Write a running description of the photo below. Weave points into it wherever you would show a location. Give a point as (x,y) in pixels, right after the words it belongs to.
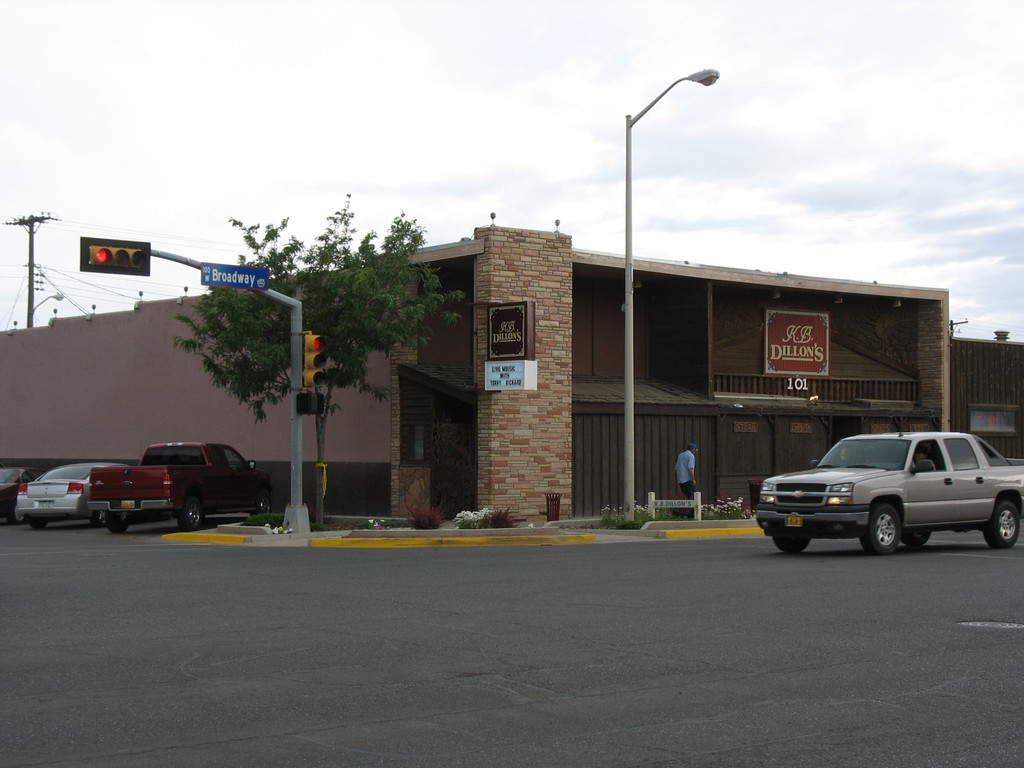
There is a vehicle (888,507) on the road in the right corner (904,475) and there is a building (492,435), tree (354,333), traffic light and few vehicles (170,478) in the background (324,354).
